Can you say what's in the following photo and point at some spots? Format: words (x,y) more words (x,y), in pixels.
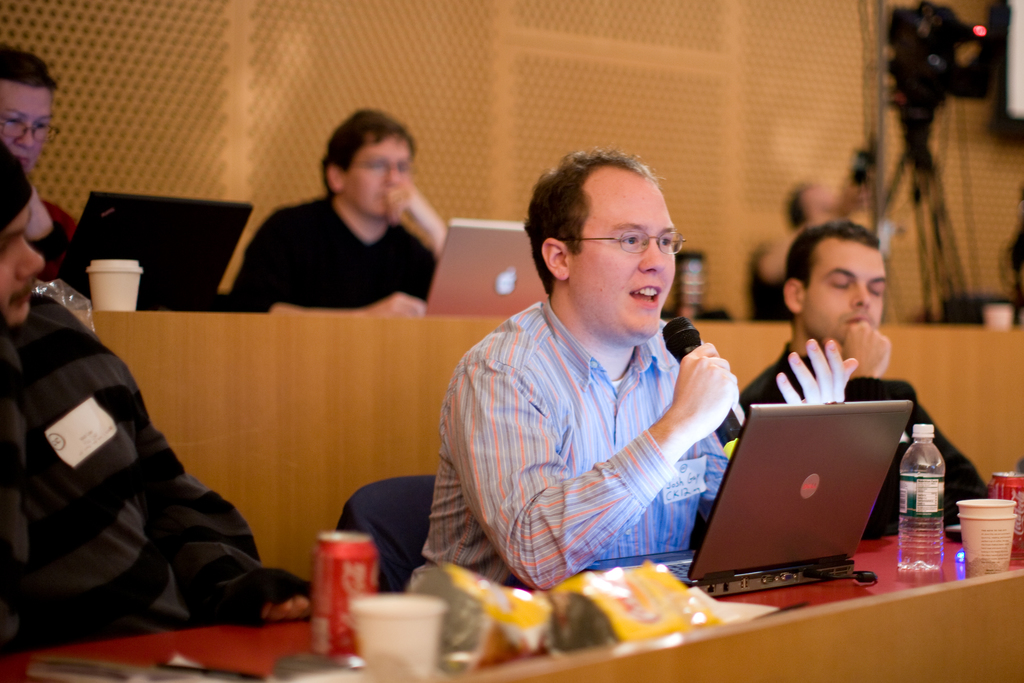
people (588,339) are sitting on the chair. the person (723,385) at the center (612,317) is speaking, holding a microphone (680,350). in front of him there is laptop (838,472), glass (992,540), bottle (930,560).
